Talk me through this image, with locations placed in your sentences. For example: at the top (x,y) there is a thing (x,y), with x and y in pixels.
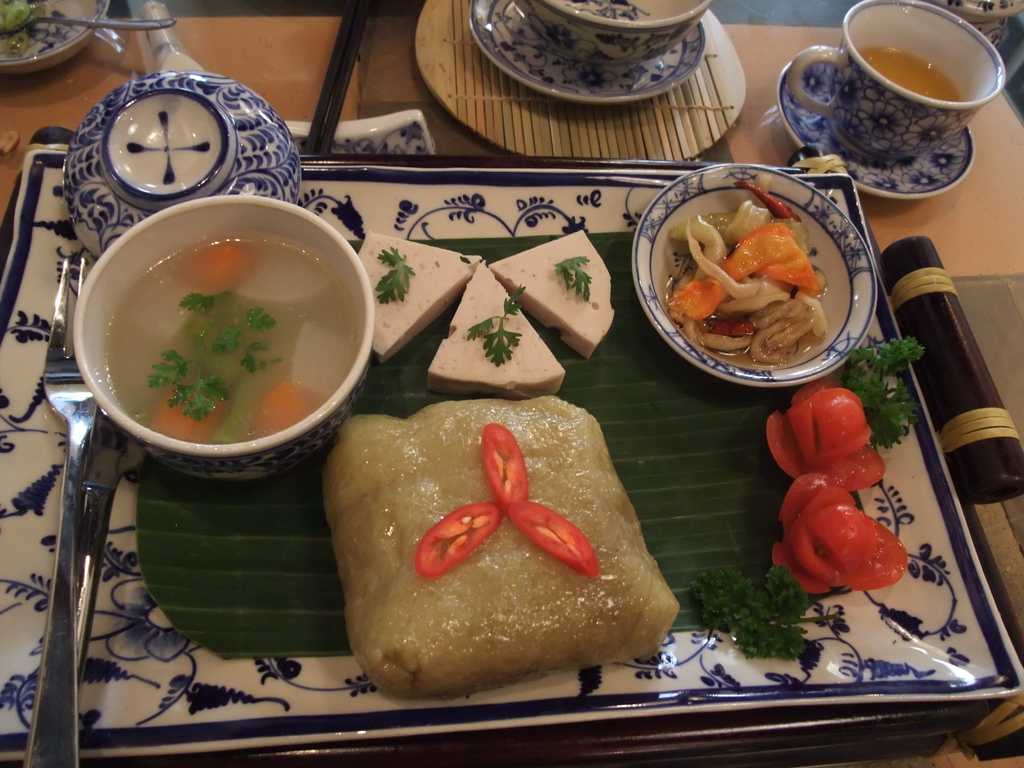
There are sweets (403,452) arranged, leaves (871,386) and other fruits pieces (858,434) arranged on the banana leaf (756,453), along with a liquid (240,305) in a cup (331,241) and other food items (778,223) in a saucer (681,200). And this leaf (206,550) on the plate (304,690) along with a fork (80,401), a cup (171,114), which is reversed and a spoon (108,454). This plate (127,511) is on the table (1003,175), on which, there are cups (651,22) and saucers (816,119) and other objects (1002,409).
